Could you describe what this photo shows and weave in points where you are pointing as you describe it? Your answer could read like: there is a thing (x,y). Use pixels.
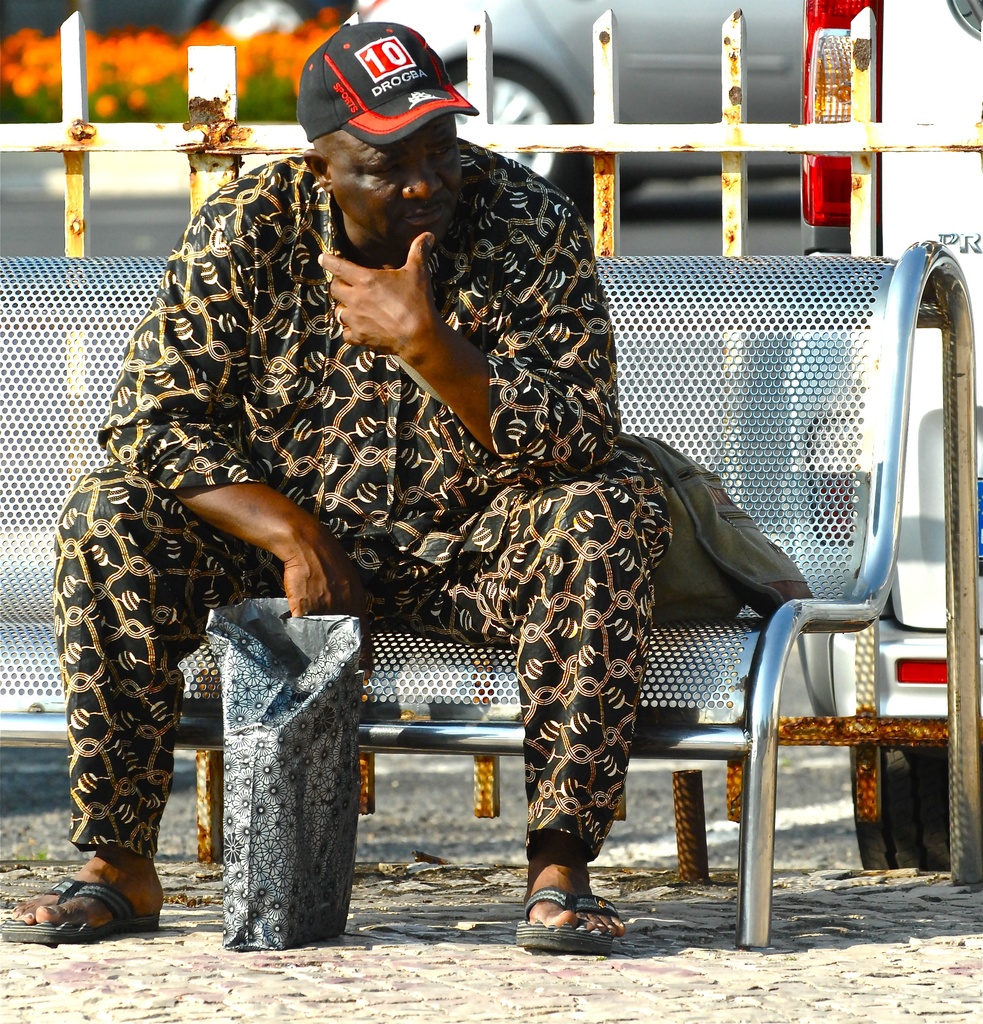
As we can see in the image in the front (236,354) there is a man (517,345) wearing cap (421,124) and sitting on bench (12,596). In the background (813,205) there is a car (782,11), plants (186,45) and flowers (238,60).
